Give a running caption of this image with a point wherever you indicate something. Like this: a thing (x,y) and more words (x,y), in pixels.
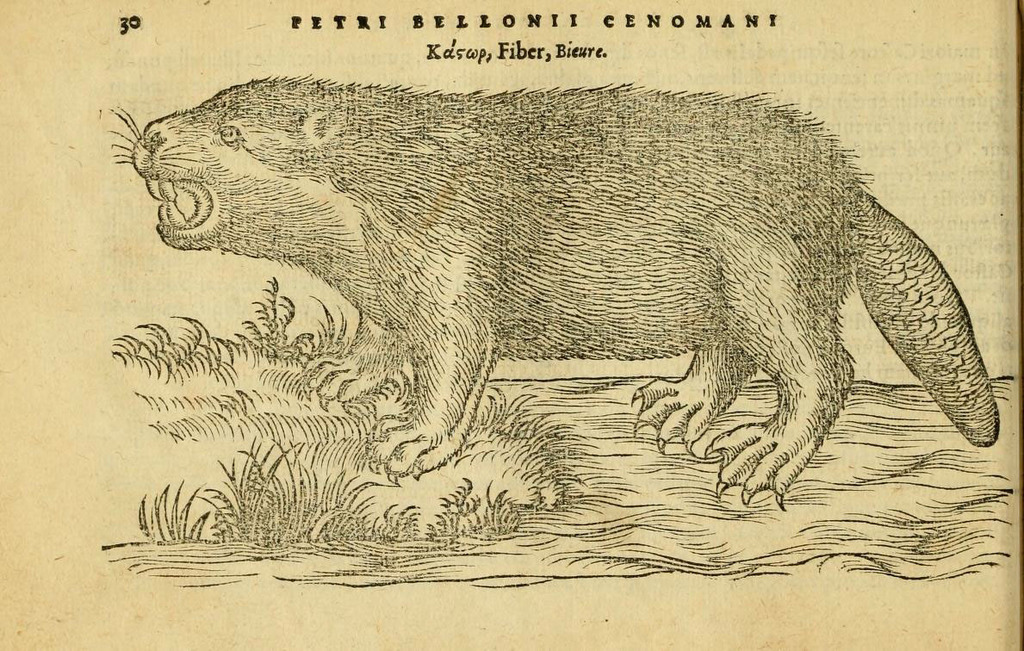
In this picture I can see a animal (890,321) and I can see text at the top of the picture (121,31). Looks like a printed picture.
